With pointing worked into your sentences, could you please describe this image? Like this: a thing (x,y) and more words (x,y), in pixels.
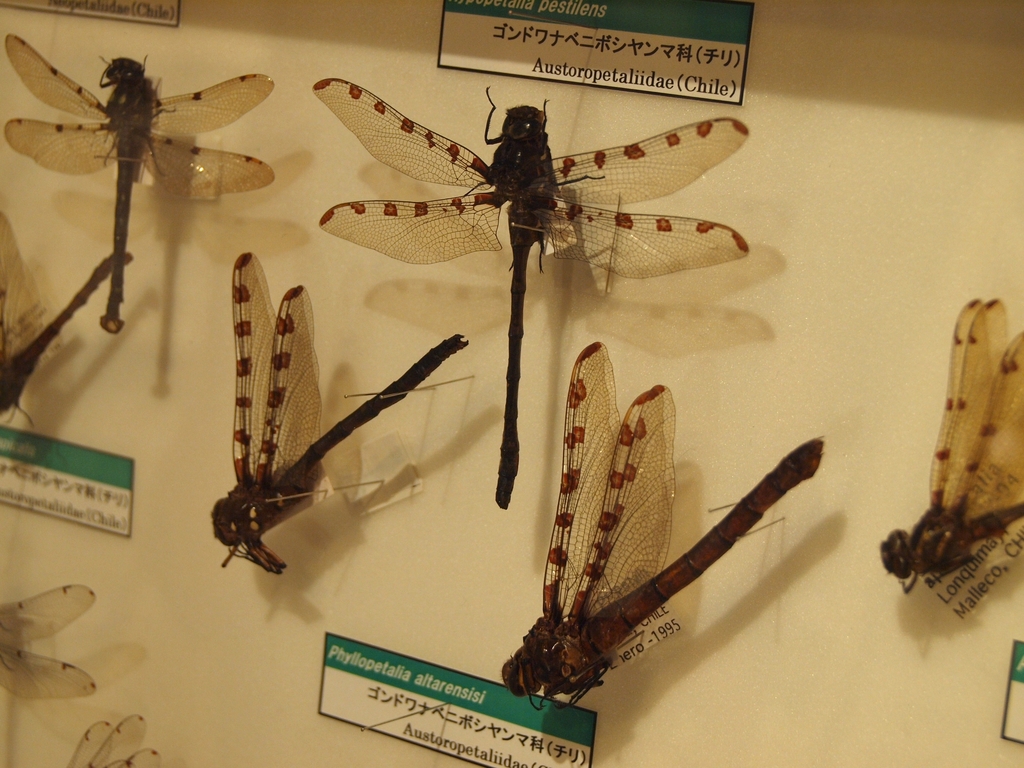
In this image, we can see dragonflies (19,261), wall (461,549), pins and information boards (343,717).
